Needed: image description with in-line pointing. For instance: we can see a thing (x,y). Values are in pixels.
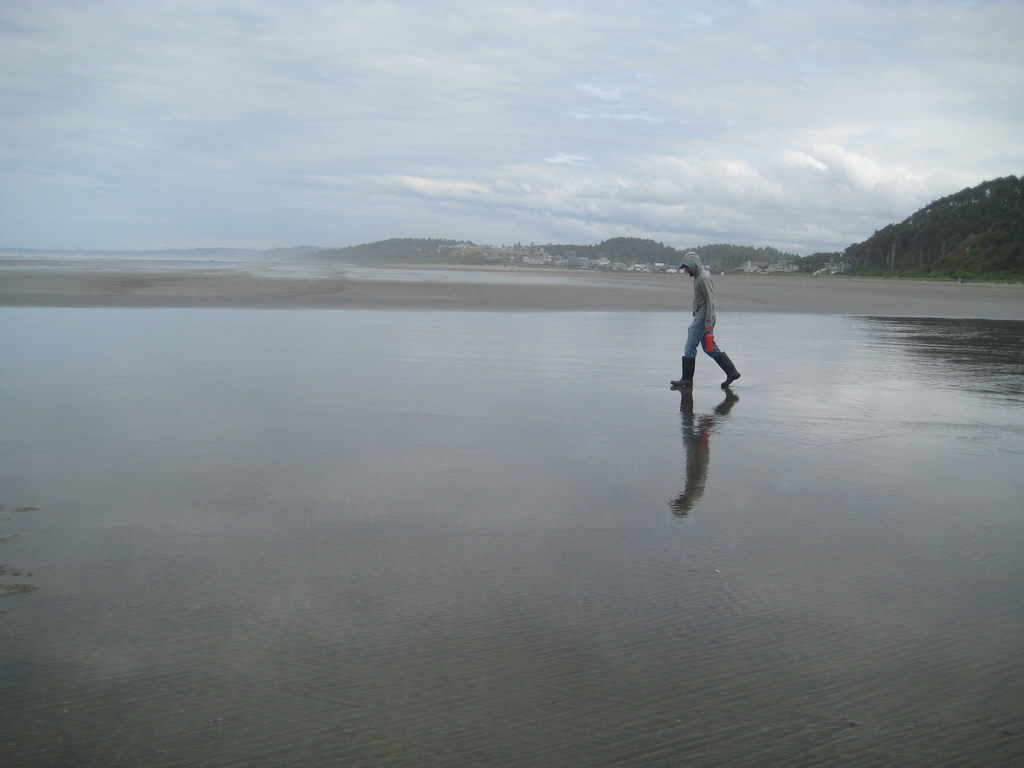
In this image we can see a person (698,302) walking on a seashore (619,377). In the background (808,266), we can see a group of buildings (678,267), mountains (728,257), trees (773,252) and a cloudy sky (461,151).
